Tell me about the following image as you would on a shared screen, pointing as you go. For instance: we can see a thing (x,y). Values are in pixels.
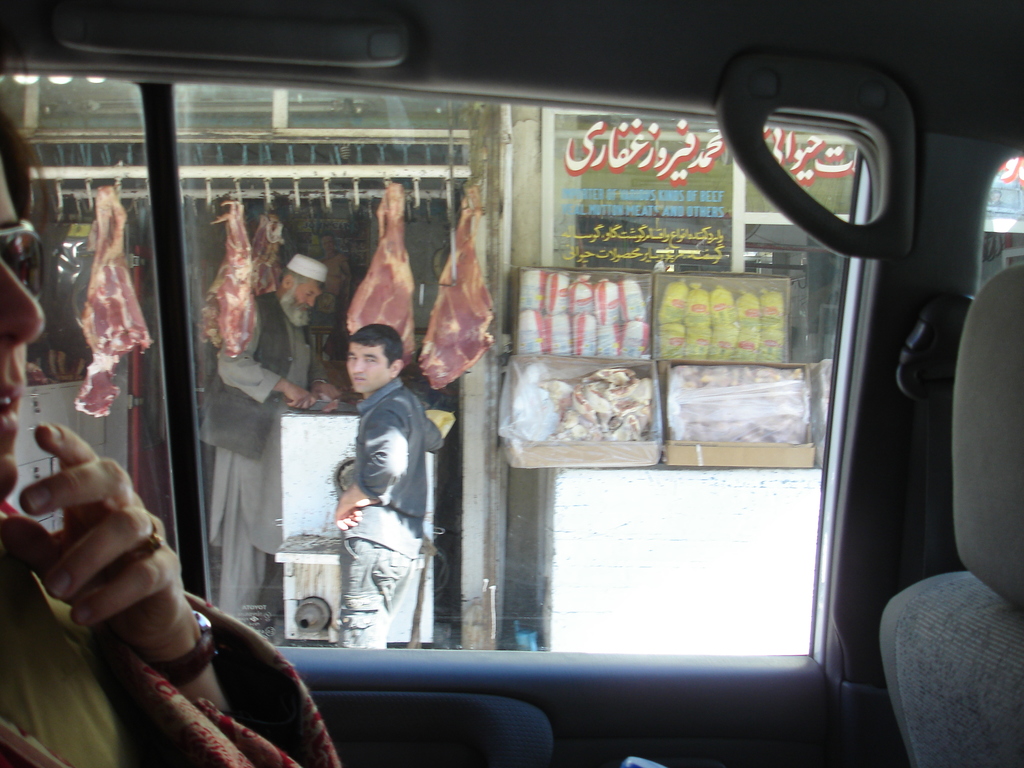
In the image we can see a vehicle (313,672), in the vehicle (313,672) a person (22,378) is sitting. Through the vehicle (158,294) we can see two persons (274,414) standing and there is meat (127,317) and there is a building (510,125).
